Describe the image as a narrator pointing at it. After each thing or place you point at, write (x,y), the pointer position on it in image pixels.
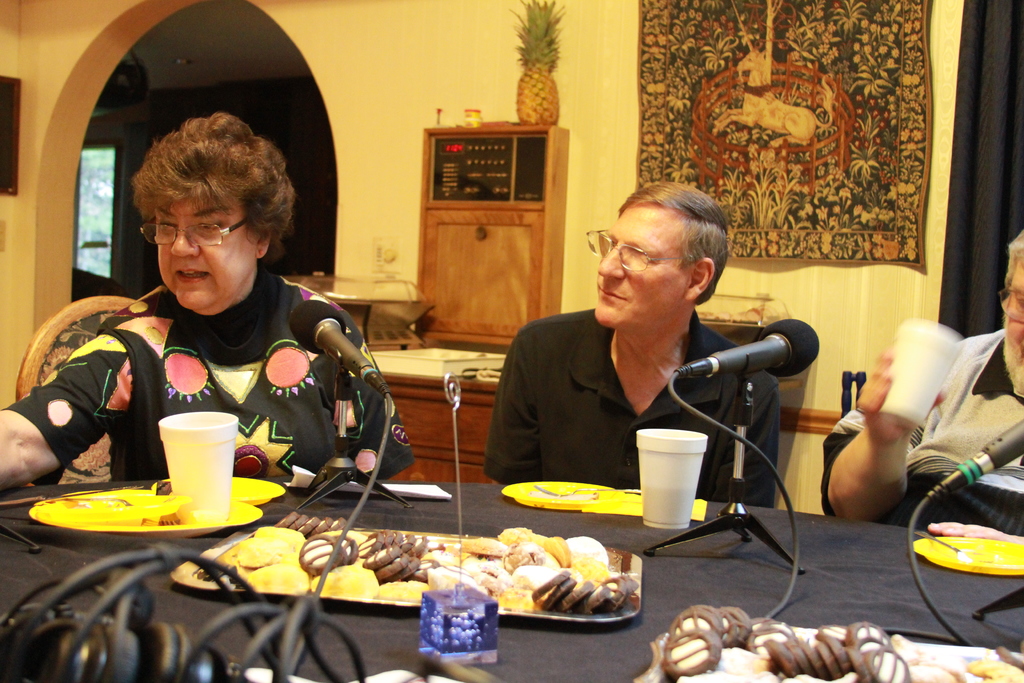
In this image i can see three persons (638,400) sitting on chairs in front of a table (803,584). On the table (366,517) i can see few microphones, few cups (665,502), few plates (428,533) and some food items (464,568). In the background (421,81) i can see a wall (419,67), a cloth (654,60) and a pineapple (524,116).
